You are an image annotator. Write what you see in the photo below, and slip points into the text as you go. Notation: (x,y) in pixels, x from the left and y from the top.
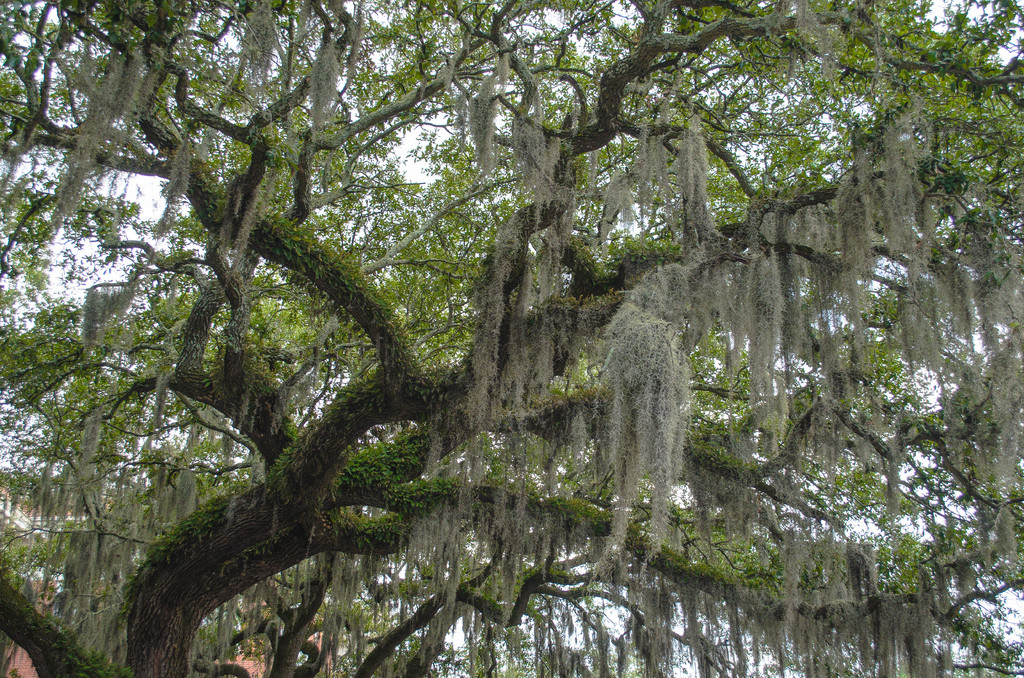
In this picture, I can see a big tree (978,460) and a sky (410,141).
